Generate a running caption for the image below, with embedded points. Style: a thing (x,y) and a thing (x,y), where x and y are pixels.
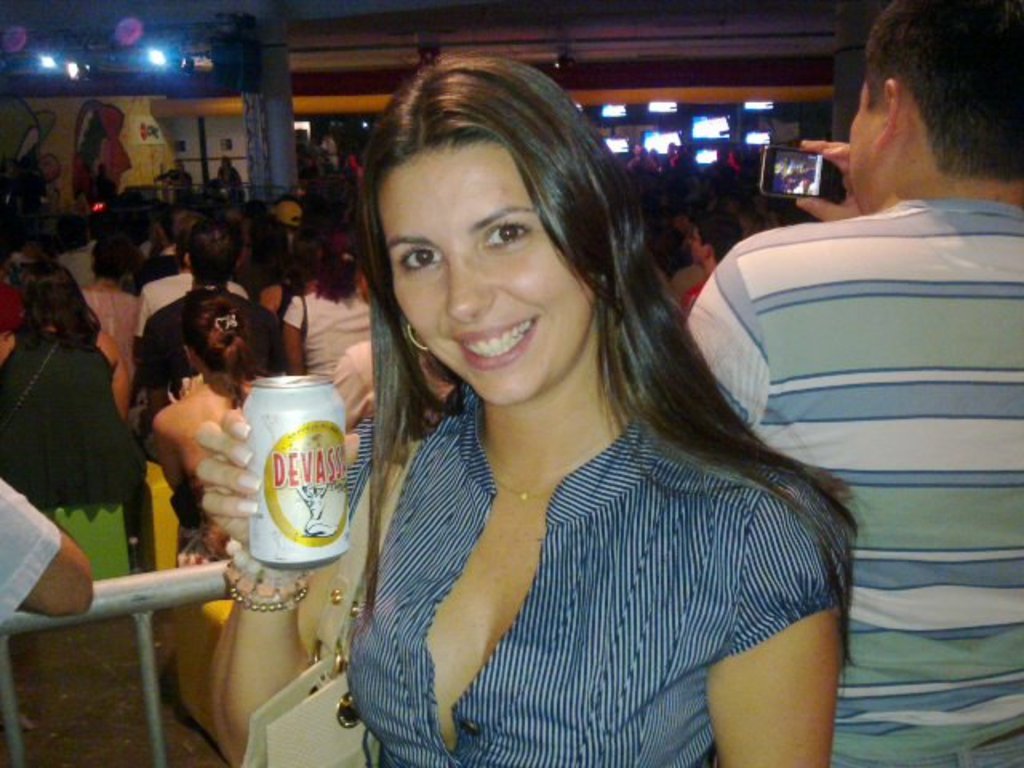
A woman (492,181) is posing to camera showing a tin container (280,559) in her hand (248,525). There is a man (878,177) behind her taking a picture in his mobile phone (811,173). There are some people (129,386) gathered at an event. There are some lights (80,67) on to the roof (302,27).
